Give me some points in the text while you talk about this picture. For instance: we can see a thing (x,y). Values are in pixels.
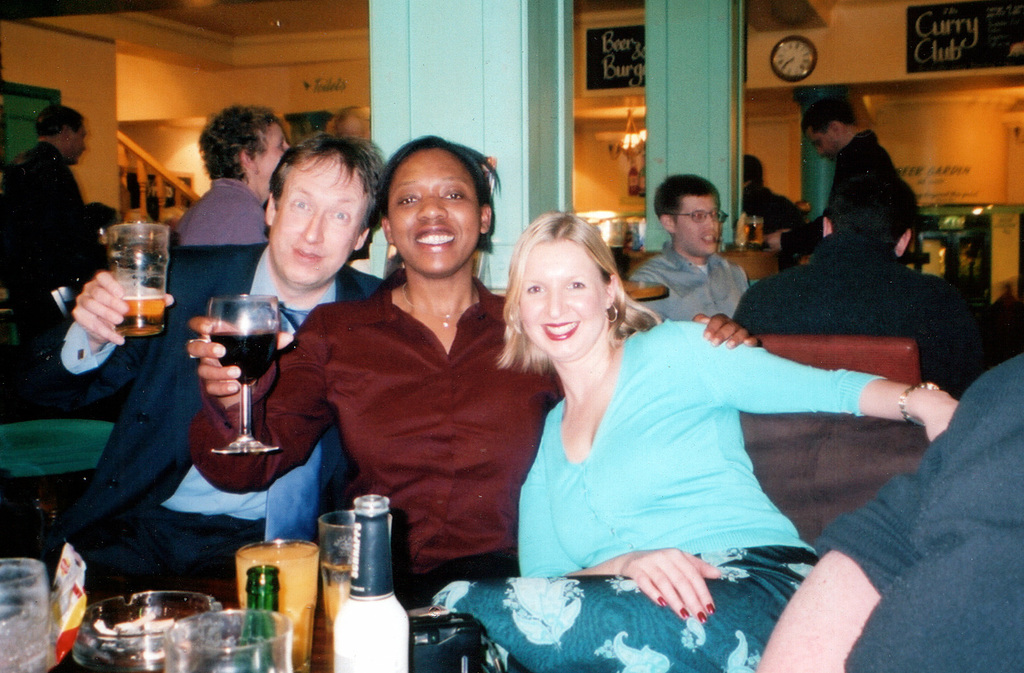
This picture shows few people (134,387) seated on the chairs (68,424) and holding wine glasses (262,320) in their hand (89,339) and we see few Bottles (384,559) and glasses (300,559) on the table (218,593) and you will see a Man (825,114) Standing and we see a clock (815,54) on the wall (820,84).
